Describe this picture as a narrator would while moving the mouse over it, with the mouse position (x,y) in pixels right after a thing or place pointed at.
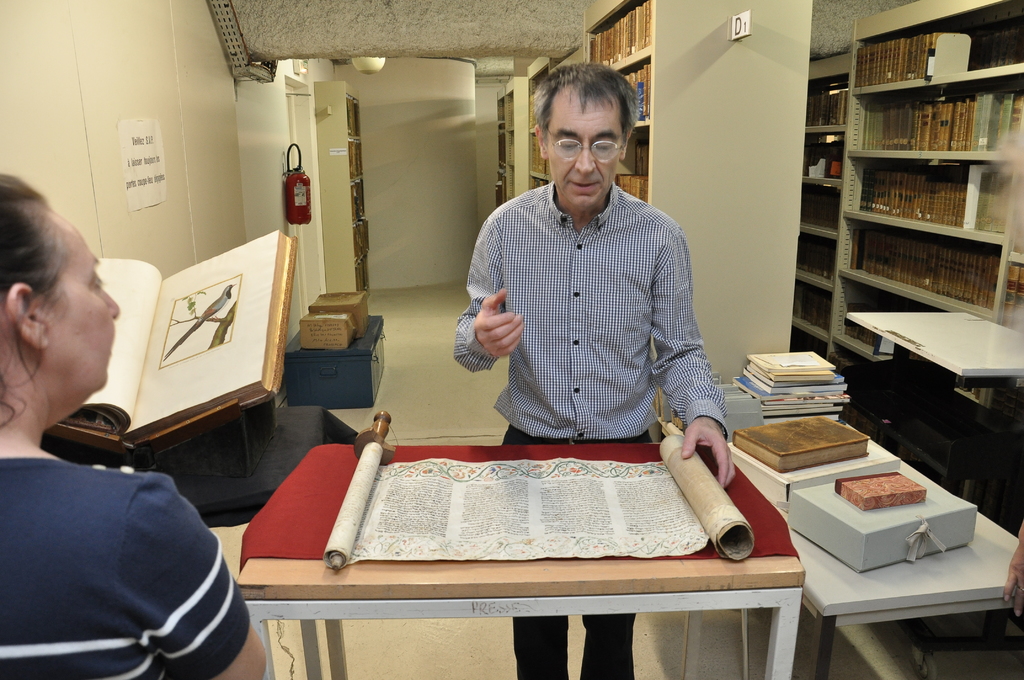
In this image I can see a man (587,80) and a woman (24,293). Here on this table (389,514) I can see a scroll (382,450) and a book (132,358). In the background (873,124) I can see number of books (933,186).
